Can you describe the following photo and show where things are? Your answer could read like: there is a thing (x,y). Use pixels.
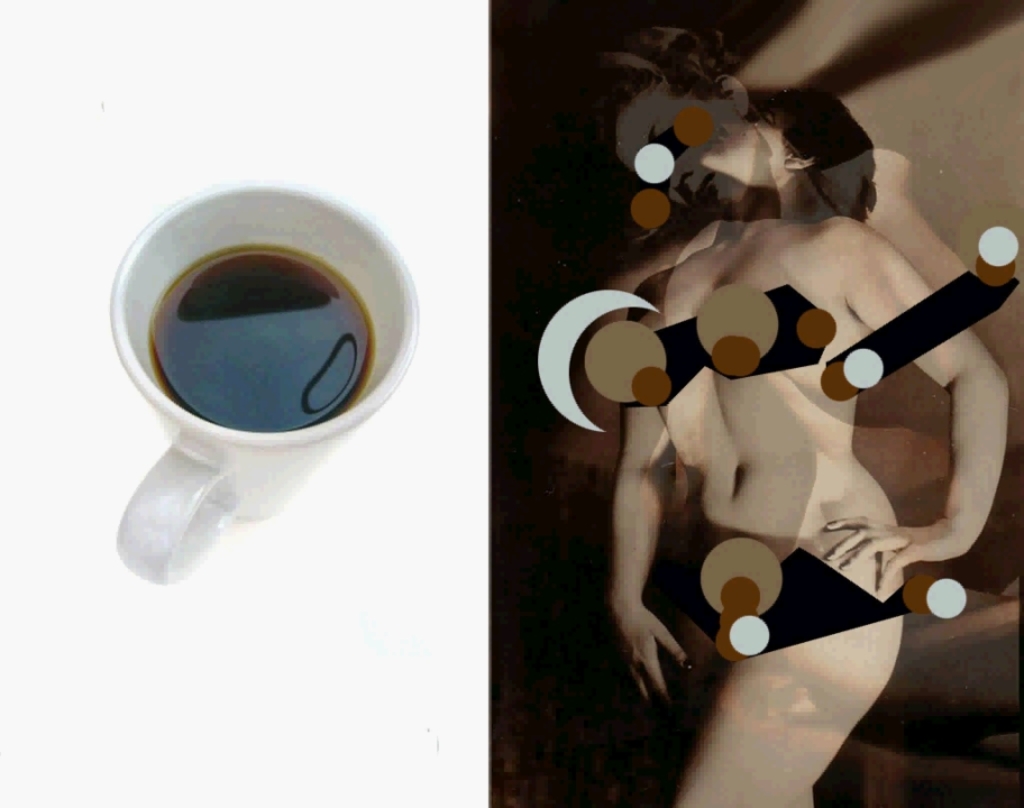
In this picture I can see collage of couple of images, in the first picture I can see a cup of tea (221,372) and in the second picture I can see a woman (803,378) and few graphical images (551,365) and looks like a wall (901,101) in the background (891,105).
